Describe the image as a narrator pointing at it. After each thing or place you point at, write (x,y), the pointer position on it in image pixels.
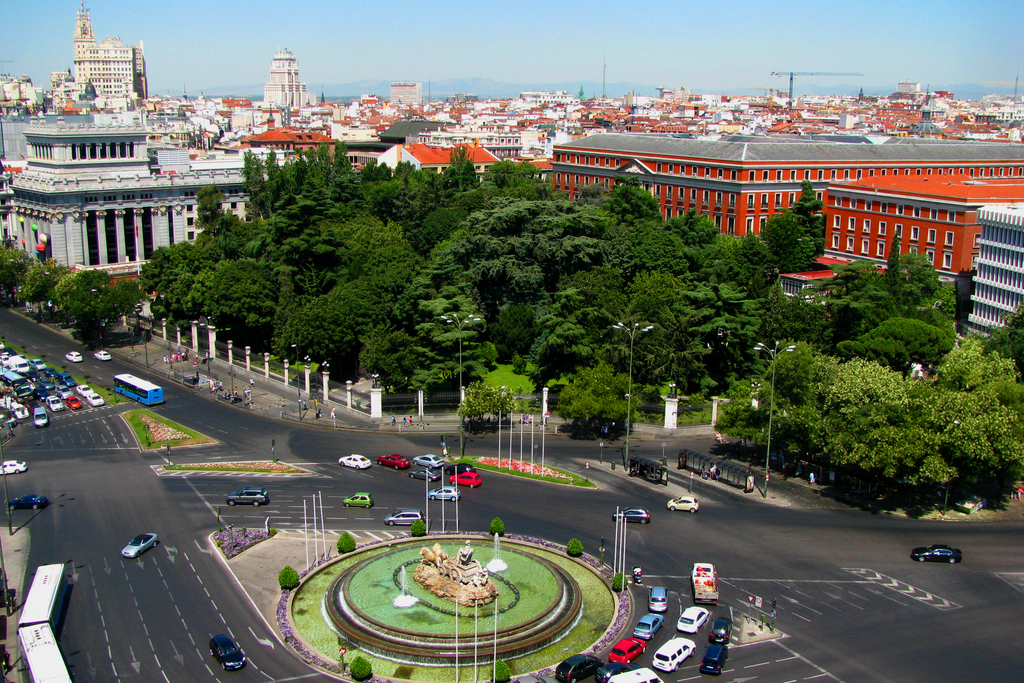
In this image we can see roads (285,504). On the roads (107,486) there are many vehicles (355,456). Also there are light poles (296,382). In the center of the road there is a circle (430,595) with grass lawn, statue (437,572). Also there are bushes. And there are trees (211,274). In the background (381,122) there are many buildings (333,144) and sky (357,73). Also there are poles (535,420).
